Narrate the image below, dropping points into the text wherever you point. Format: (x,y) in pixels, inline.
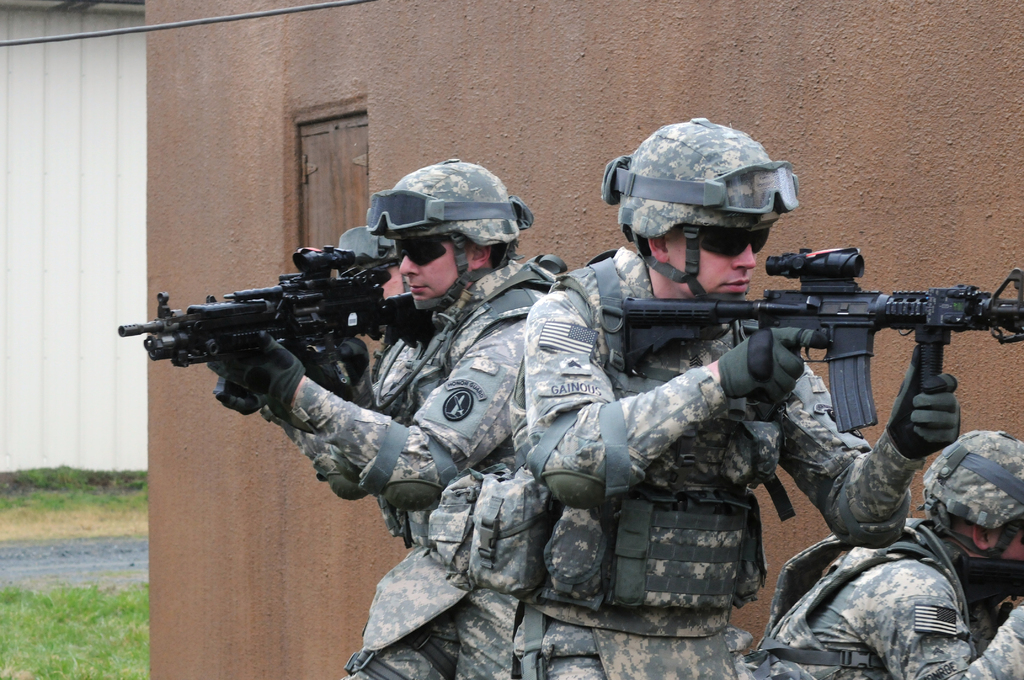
In this picture we can see group of people (729,492), they wore helmets (963,436) and they are holding guns (1004,573), in the background (916,479) we can see few buildings (120,308), grass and a cable (67,36).
